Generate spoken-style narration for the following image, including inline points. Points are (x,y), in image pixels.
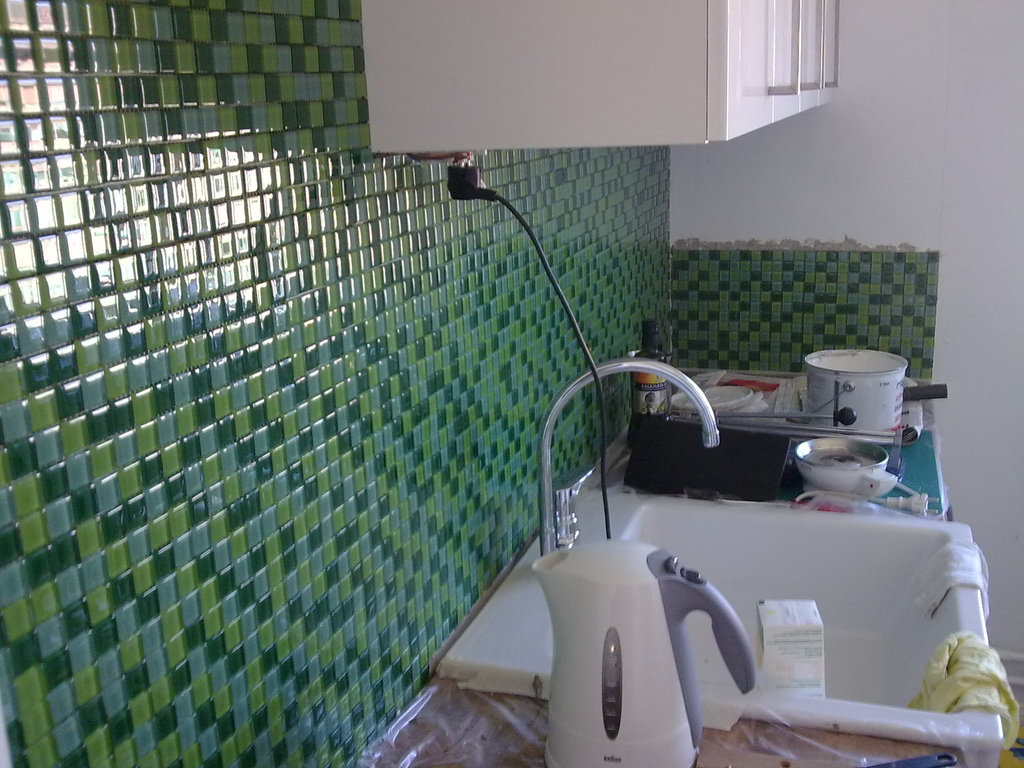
This image is clicked in a kitchen (463,239). To the left (340,378), there is a wall (373,577) on which there are tiles (324,469). At the bottom (894,646), there is a wash basin (828,703) in white color along with the tap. To the top (624,52), there are cupboards (724,59). To the right (998,194), there is a wall (978,427). And there are bowls (817,440) and vessels (647,561) kept on the desk (787,468).
